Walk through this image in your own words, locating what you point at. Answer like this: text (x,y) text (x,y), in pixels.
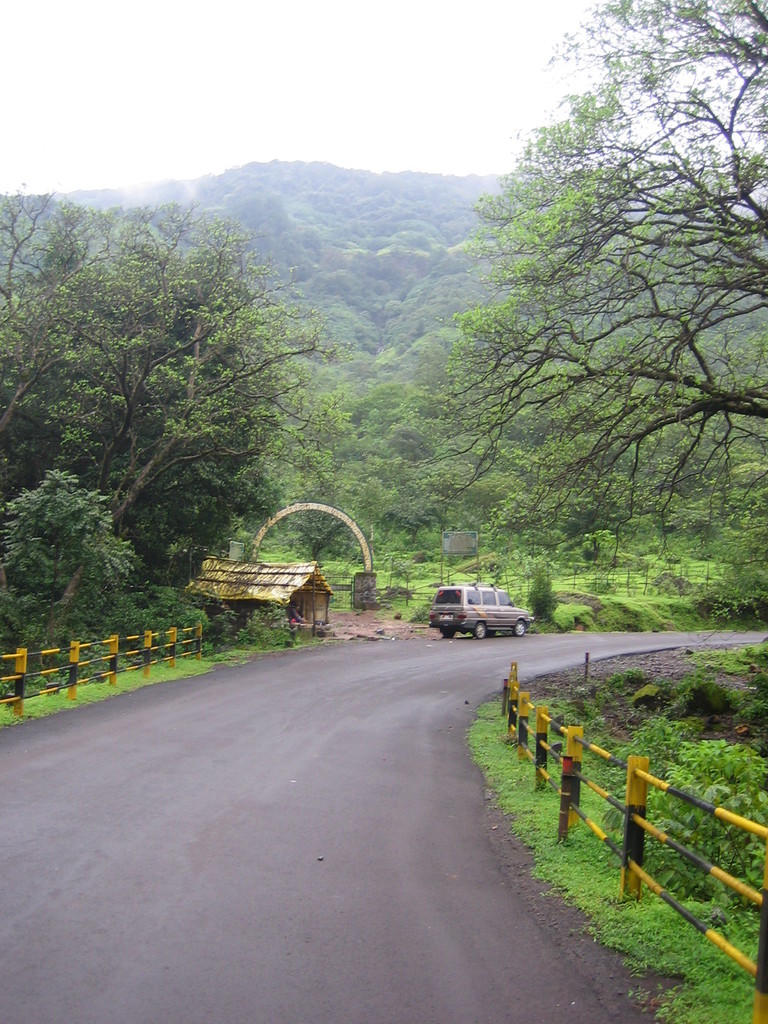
In this image I can see a vehicle (460,621) on the road (370,759). On the left (223,649) and right side (615,585), I can see the grass (604,592). In the background (337,342), I can see the trees (294,304).
